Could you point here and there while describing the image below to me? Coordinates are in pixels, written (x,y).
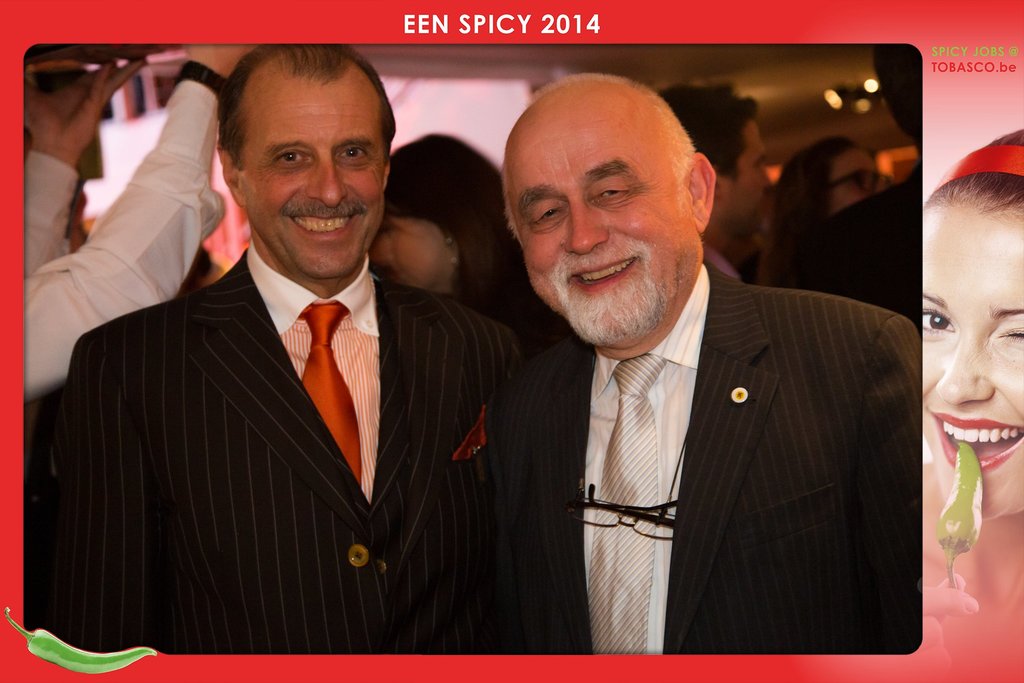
In this picture I can see few people (437,226) standing and a woman (945,329) on the side holding a green chilli (969,544) in her hand (946,601) and we see another chilli (46,656) on the left (95,655), this looks like a frame (620,1) and I can see text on the top of the picture (432,14).
